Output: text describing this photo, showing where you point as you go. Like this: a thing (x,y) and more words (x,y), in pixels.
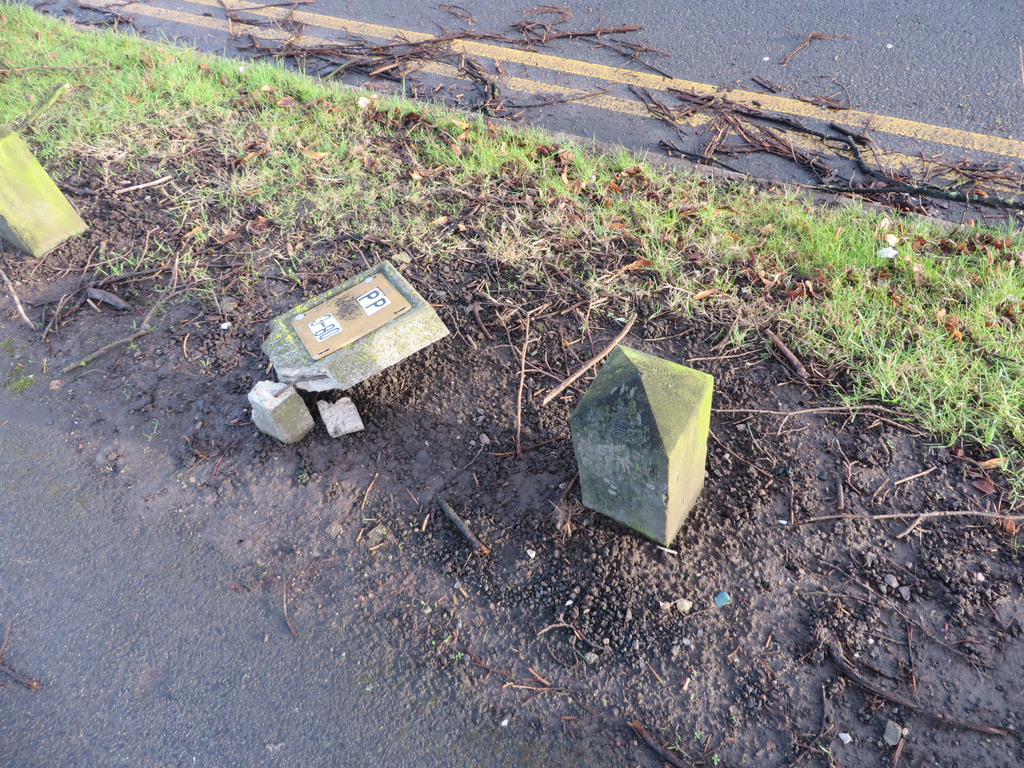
In this image we can see some barrier stones (412,350) on the ground (307,449). We can also see some dried branches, grass (971,369) and the pathway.
